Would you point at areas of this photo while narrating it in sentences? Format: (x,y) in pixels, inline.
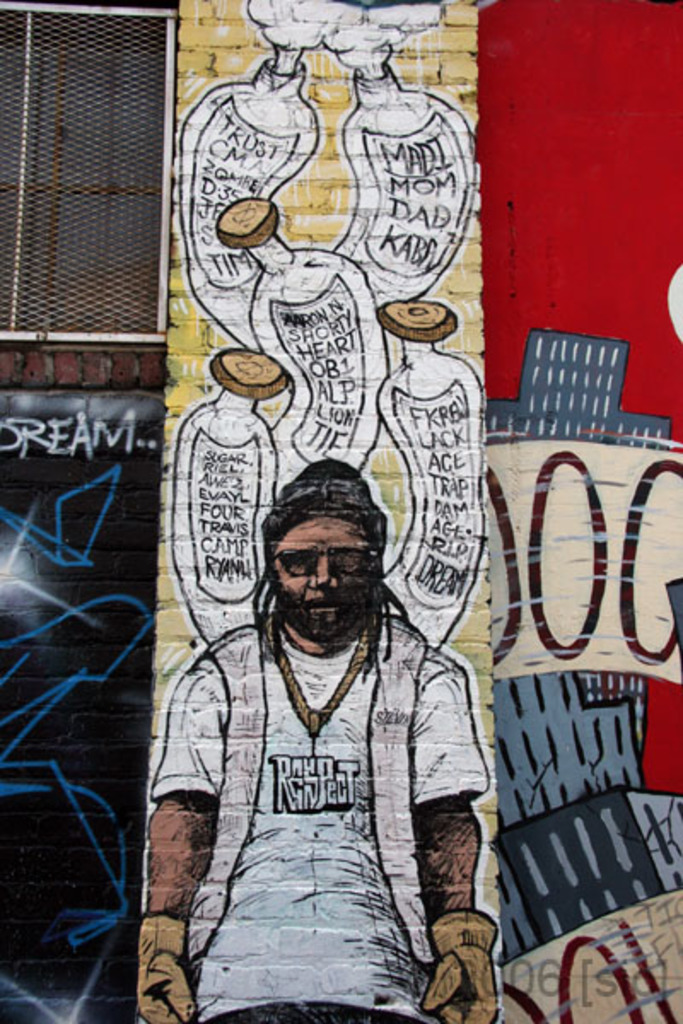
In this image, we can see some paintings (346,895) on the wall (570,654), on the left side (105,344) top we can see a window (52,193).
